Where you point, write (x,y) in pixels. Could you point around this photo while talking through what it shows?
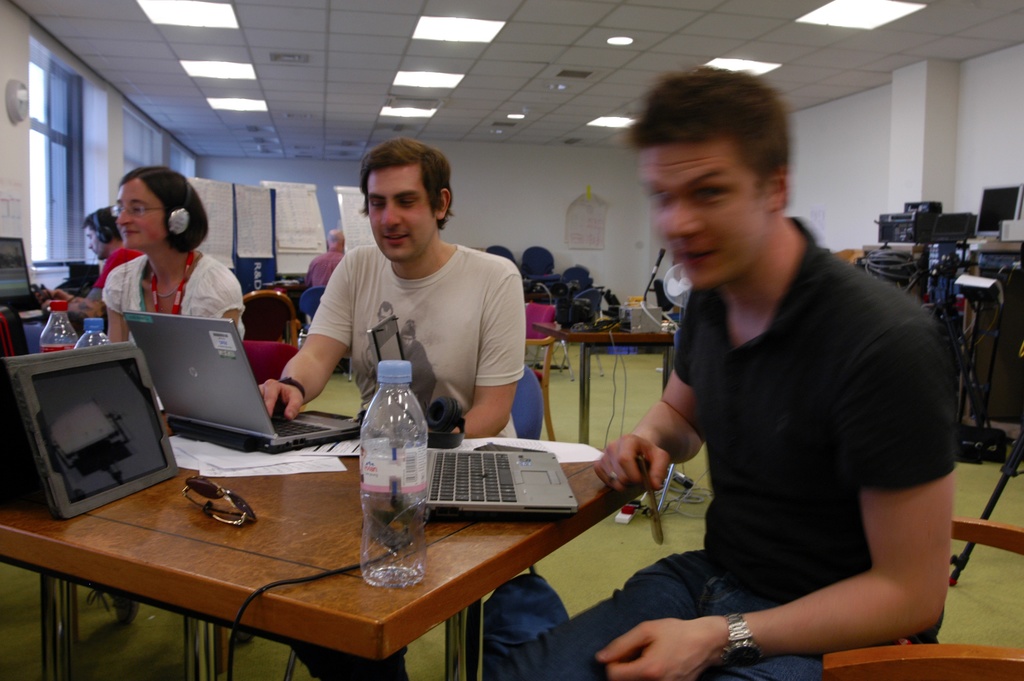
In this image we can see a four persons (713,626) sitting on a chair (518,404) and they are working on a laptop (338,429). This is a wooden table (255,569) where laptops (439,471), bottles (387,367) and goggles (223,489) are kept on it. This is a roof (238,125) with lighting arrangement (412,86).
